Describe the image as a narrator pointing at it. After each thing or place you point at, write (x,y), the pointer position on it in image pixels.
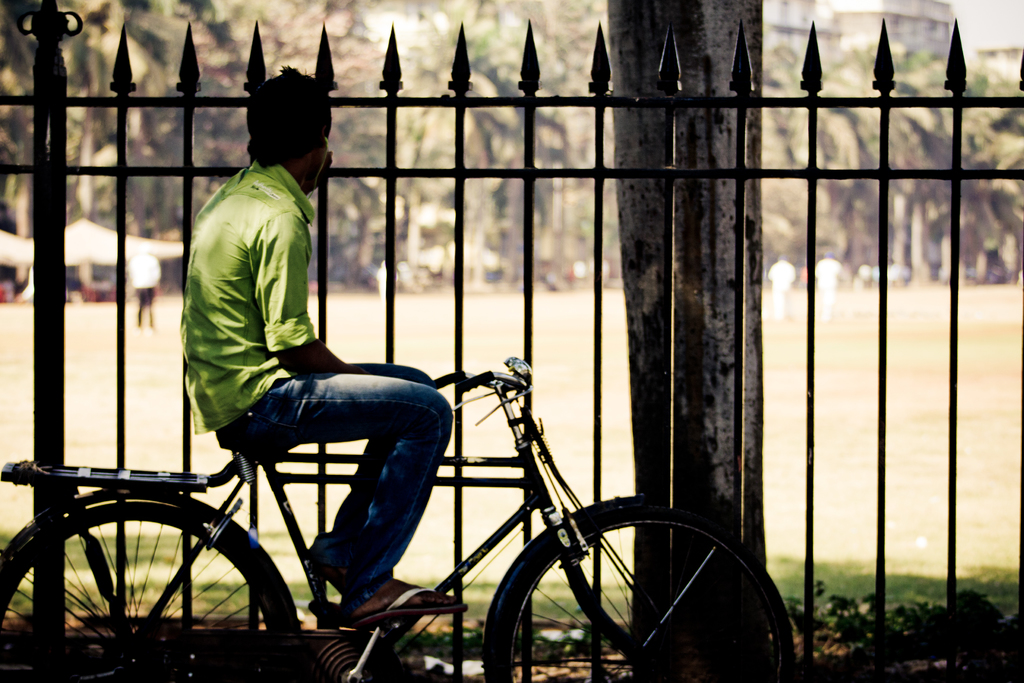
On the background of the picture (240,66) we can see trees (351,57) and tents (113,250). Here we can see few persons (134,277) standing in a ground (919,294). This is grill fence (54,92). here we can see one man (416,522) sitting on a bicycle (521,463).
